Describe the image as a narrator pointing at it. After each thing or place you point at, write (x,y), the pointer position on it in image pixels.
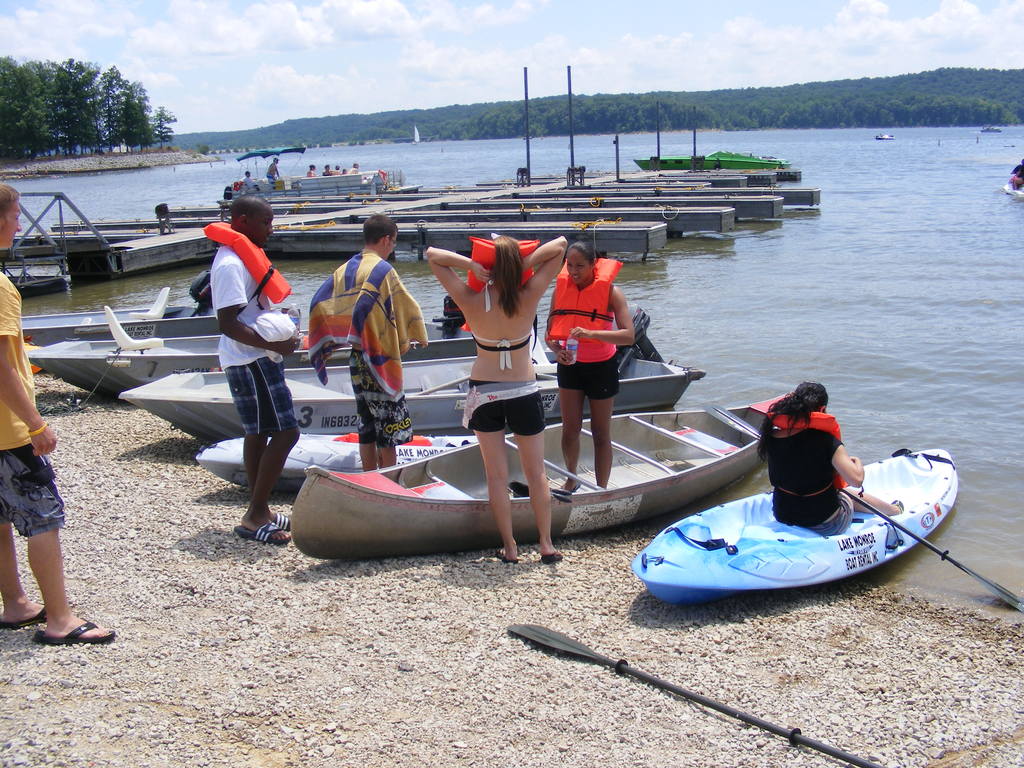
In this picture I can see there are few skiffs (618,499) placed on the left side (324,475) and there is a lake (499,165) at right side (802,290), there are few trees (64,94), a mountain (452,134) covered with trees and the sky (348,40) is cloudy.
